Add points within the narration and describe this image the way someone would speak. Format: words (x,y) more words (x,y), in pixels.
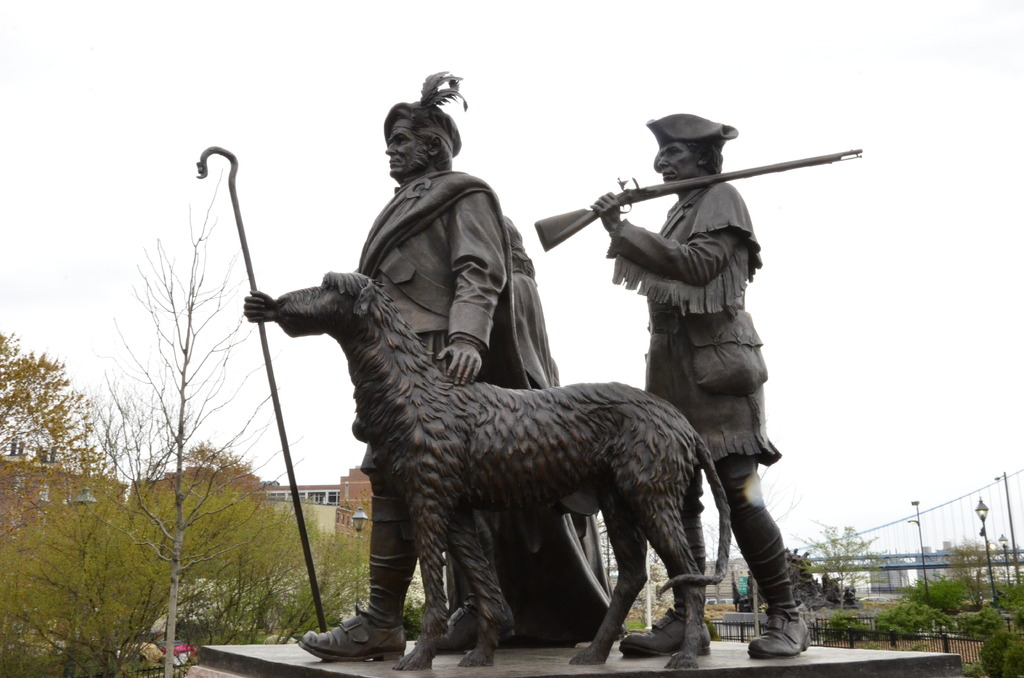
In the middle (386,264) there are statues (448,195) of 3 humans (531,354) and an animal (376,289). On the left side (184,607) there are trees (203,607) and houses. At the top (637,36) it is the sky (607,132).
